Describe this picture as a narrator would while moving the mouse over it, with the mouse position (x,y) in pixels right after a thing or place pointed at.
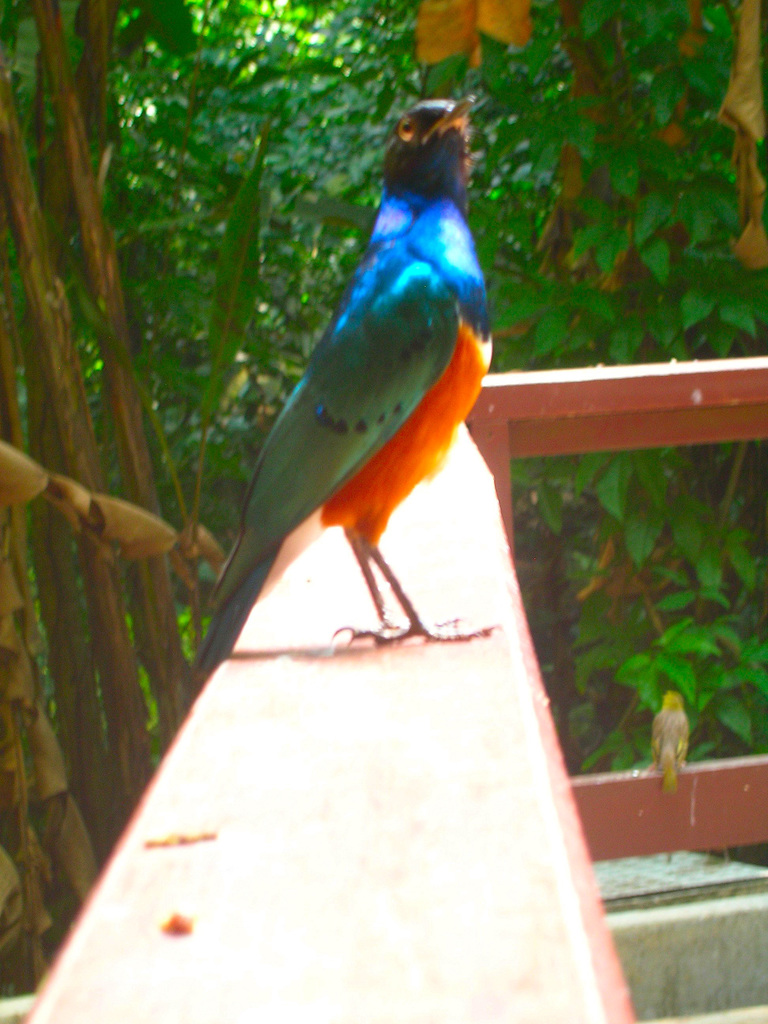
In this image in the center (413,359) there is one bird (413,455) and at the bottom (375,865) there is a fence (218,923), in the background (534,326) there are some trees (228,228).
